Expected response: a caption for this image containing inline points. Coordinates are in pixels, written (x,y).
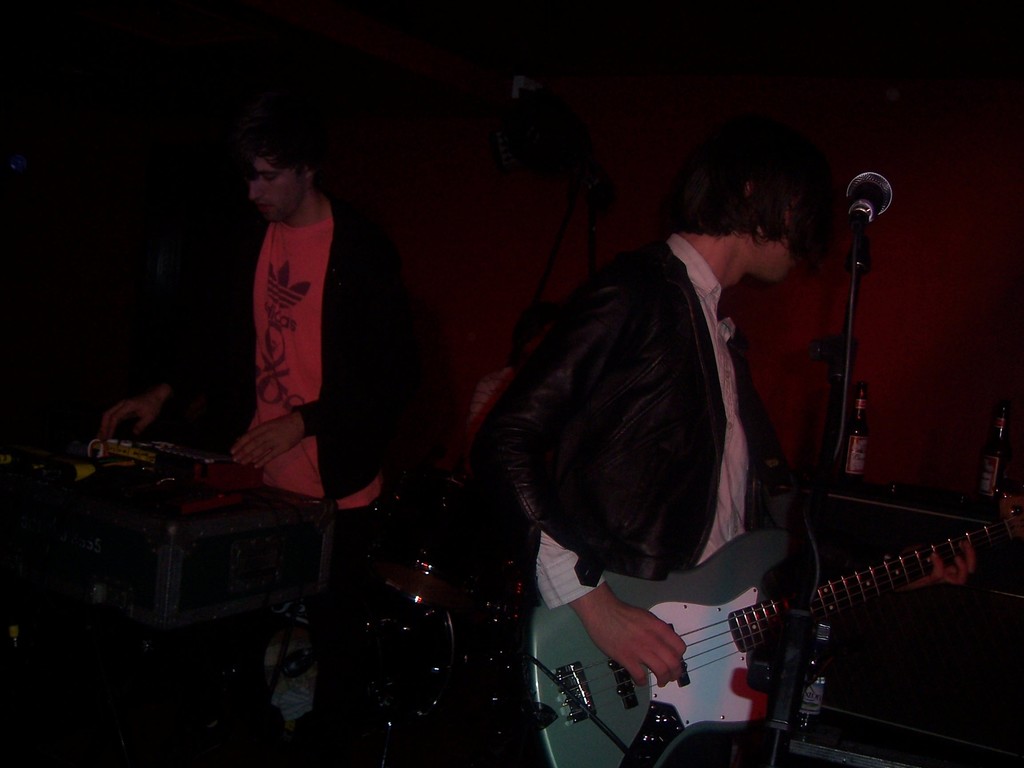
In this image in the center (617,412) there are musicians (338,307) performing and there are musical instruments (436,514). In the background (860,430) there are bottles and in the center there is a mic (856,235) and in the background (441,176) there is a wall (709,125).
